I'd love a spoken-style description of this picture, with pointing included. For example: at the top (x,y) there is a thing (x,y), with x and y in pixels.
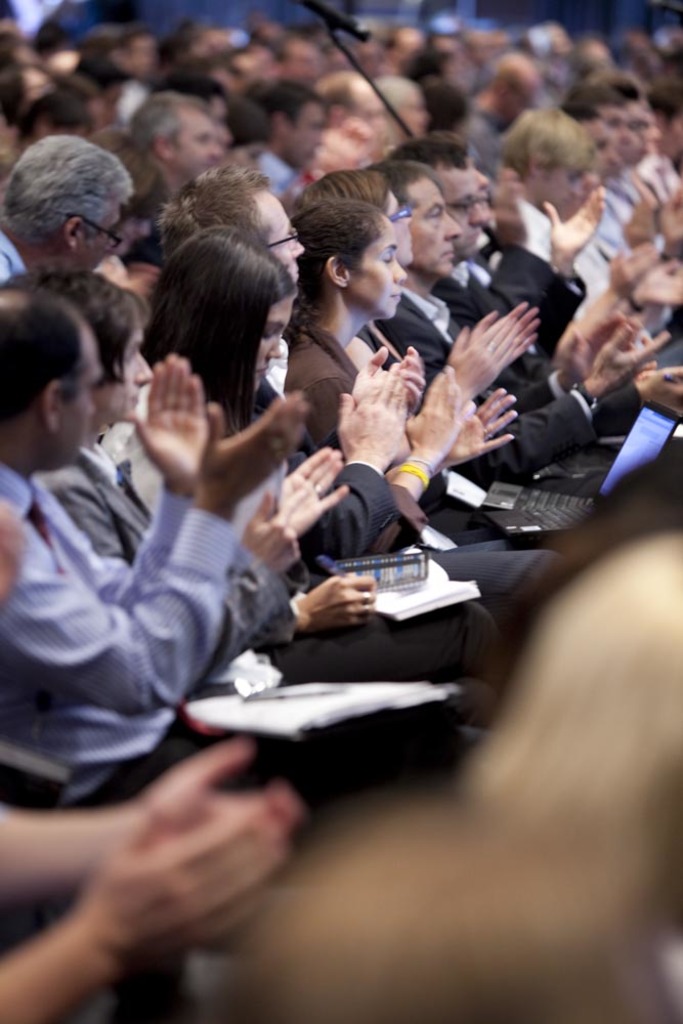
In this image in the center (253,342) there are a group of people (344,473) who are sitting and they are clapping, and some of them are holding some laptops (518,498) and some of them are writing.
